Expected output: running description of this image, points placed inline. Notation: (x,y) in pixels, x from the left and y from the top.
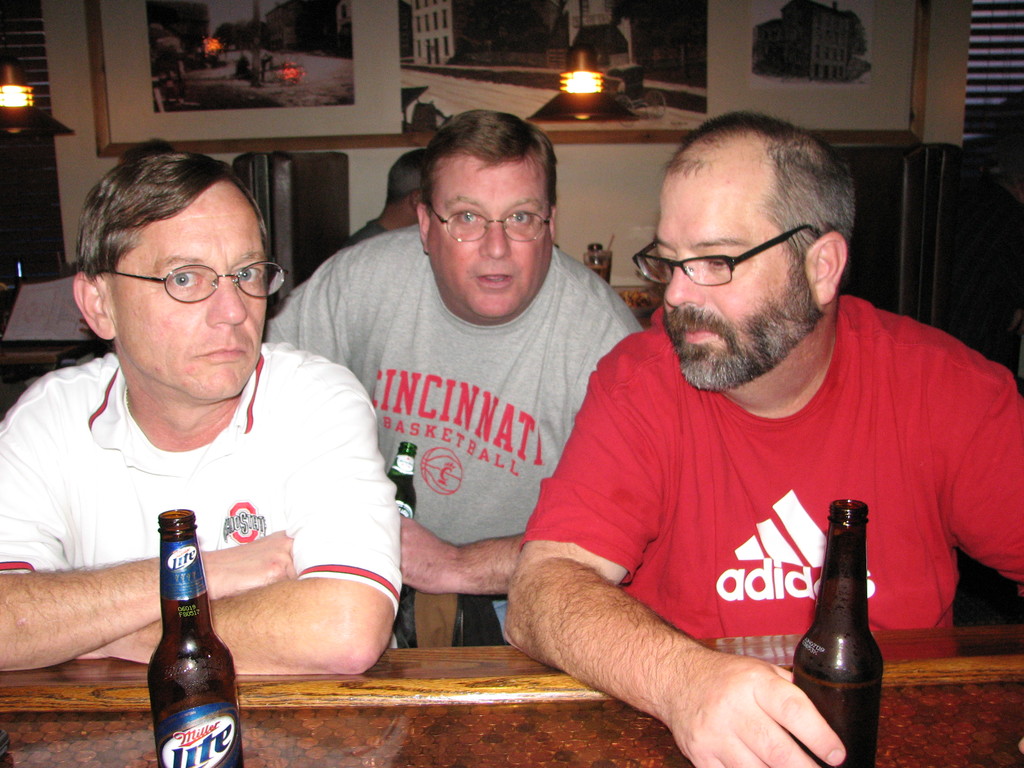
There are 4 men (403,379) in this room (381,382). The middle person (436,404) is holding beer bottle (409,517) in his hand (406,529). On the table (149,727) we can see 2 beer bottles (190,741). Behind these three people (397,318) there is a wall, frame (401,134) and a light (58,124) and chairs (913,223).
